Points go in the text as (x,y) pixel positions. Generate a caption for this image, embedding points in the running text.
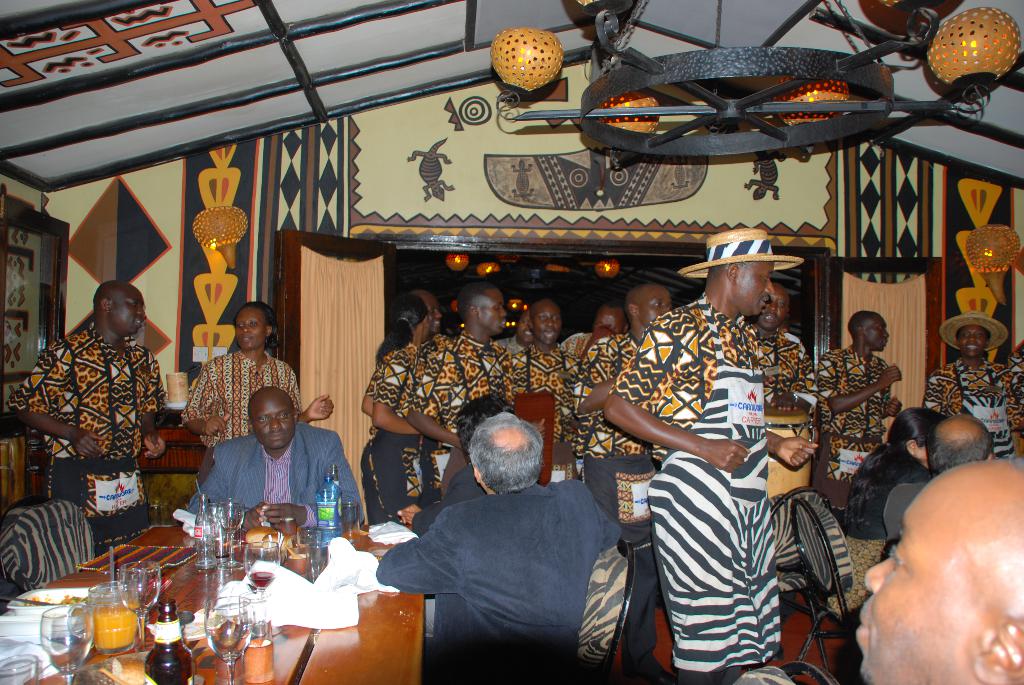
In this picture we can see the group of men (766,298) wearing costumes dress (647,391) and standing in the middle (560,438). In the front (472,547) there are two men (512,567), sitting on the chair (431,609) and watching to them. On the top (659,113) there is a hanging chandelier (659,113) and roof tent (147,104).
